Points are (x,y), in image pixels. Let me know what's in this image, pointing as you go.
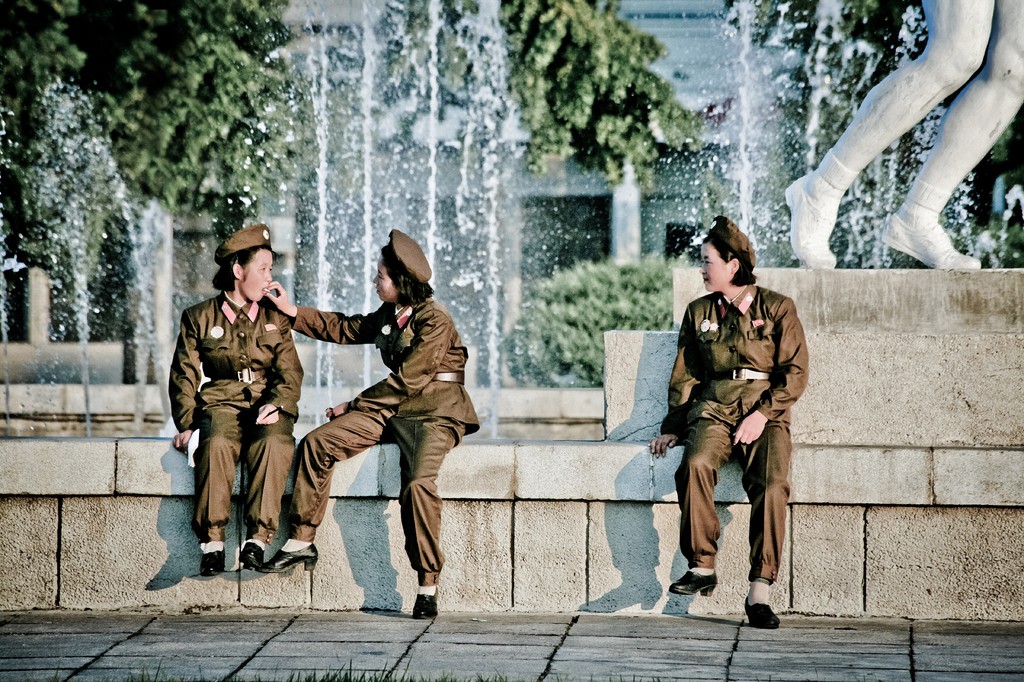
In this image we can see three women (403,375) sitting on the wall (482,452) of a fountain (426,173) and a woman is holding an object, there is a sculpture (861,135) behind a woman (717,283) and there are few trees (209,136) and a building (728,58) in the background (702,129).
